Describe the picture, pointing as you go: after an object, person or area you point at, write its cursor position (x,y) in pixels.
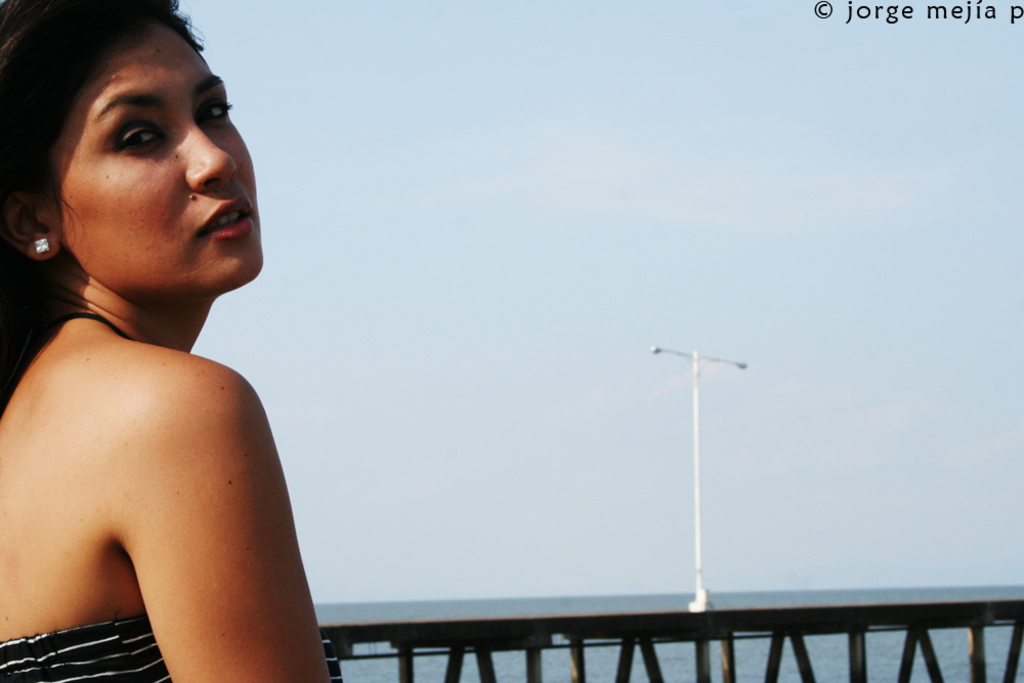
In the foreground of this picture (163,367), there is a woman (168,386). In the background (660,649), there is a railing (545,647), pole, sky (588,268) and the water (720,606).
